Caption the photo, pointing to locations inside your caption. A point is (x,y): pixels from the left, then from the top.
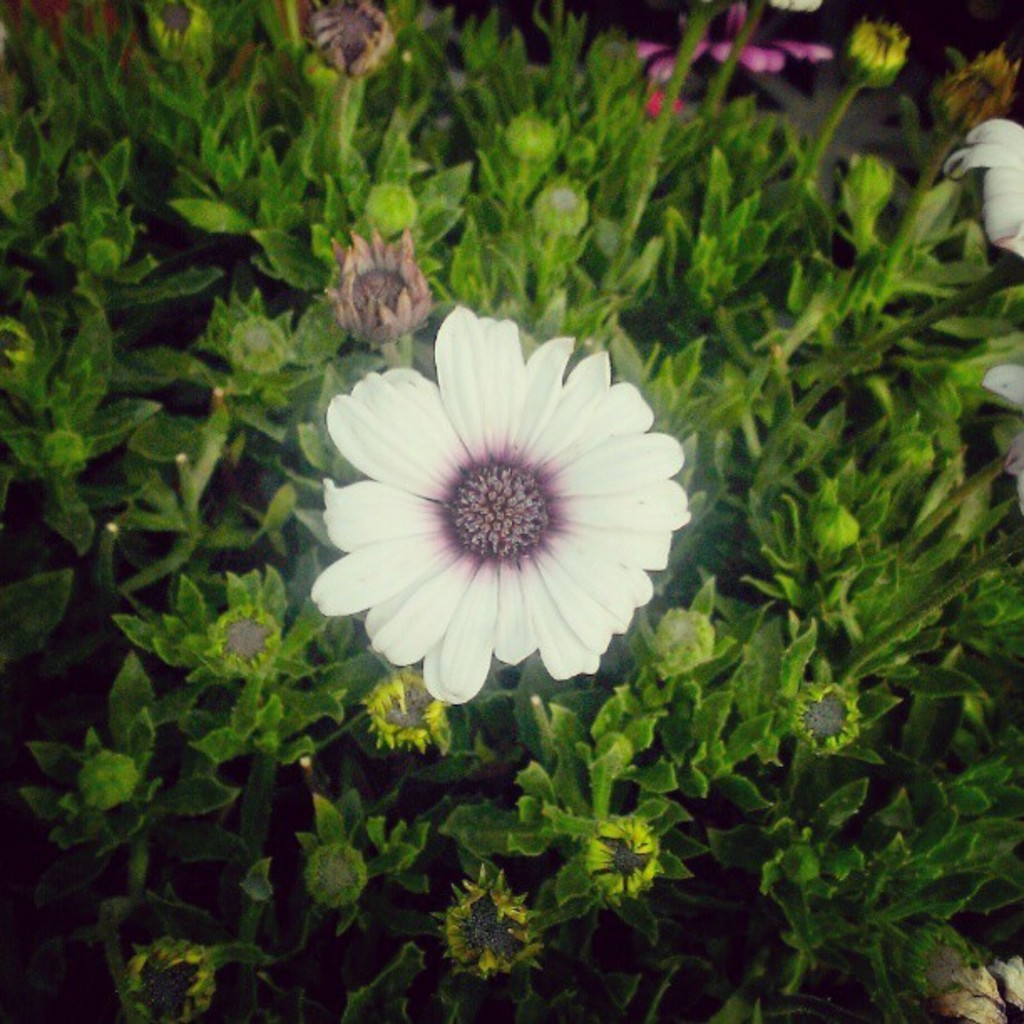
There is a white flower (464,489). In the back (422,265) there are plants (654,244) with buds (265,642).
